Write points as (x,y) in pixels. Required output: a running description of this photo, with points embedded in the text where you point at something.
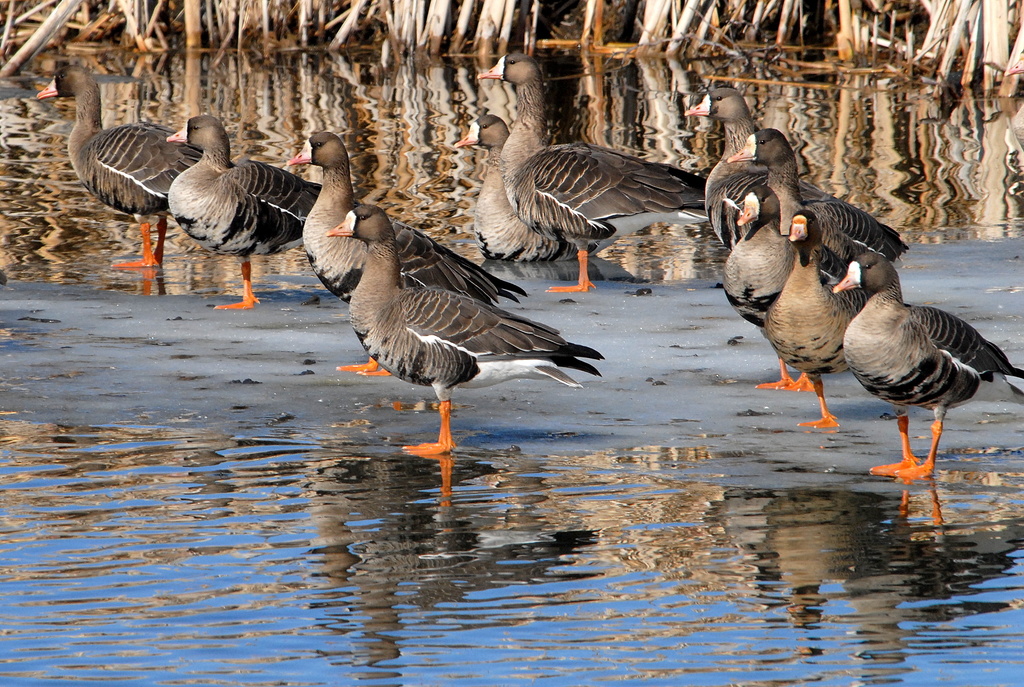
At the bottom (806,634) there is water surface (146,464), behind that there is ice surface (1009,272), on that there are geese (781,327), in the background (926,121) there is water (716,75) and there are sticks (844,36) in that water (906,113).
